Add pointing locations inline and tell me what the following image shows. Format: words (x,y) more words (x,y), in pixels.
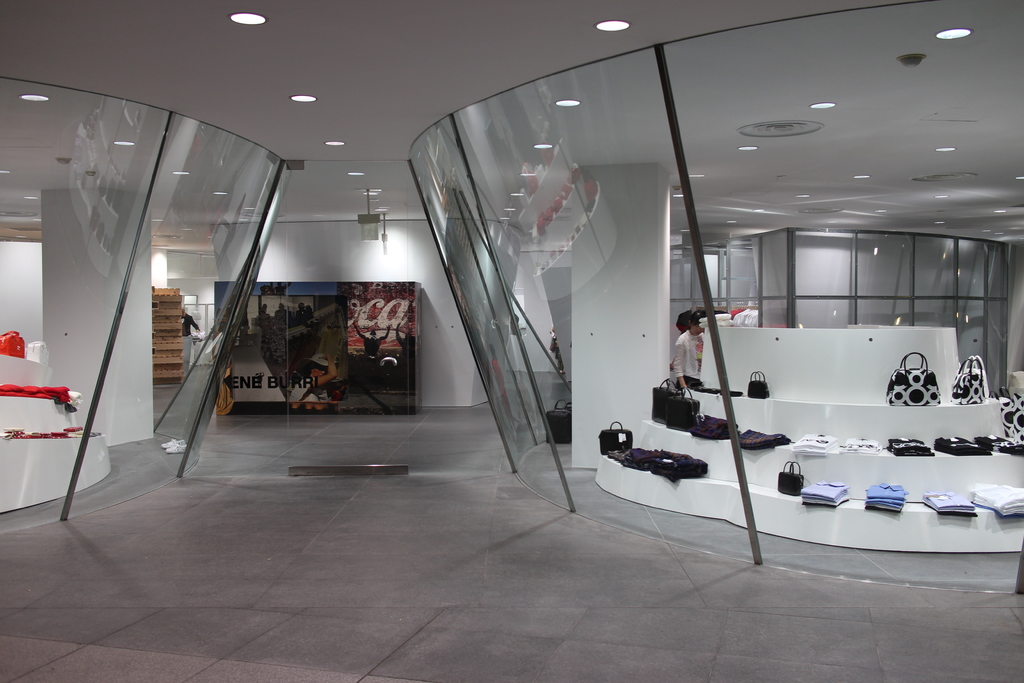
On the right side (805,337), we see a stepped table (812,393) on which the bags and the shirts (830,482) are placed. Behind that, we see a pillar (612,288) and a man (689,334) is standing. Beside him, we see the poles (559,454), glass doors (553,407) and a black bag (553,419). On the left side (55,471), we see the stepped table (46,428) on which the clothes (60,402) are placed. Behind that, we see a pillar (127,371), poles (109,358) and the glass doors (126,396). In the middle (378,318), we see a board (381,324) with some text (313,379) written on it. Behind that, we see a wall (325,252). On the left side (161,362), we see the wooden blocks (176,329). In the background (769,282), we see a man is standing and we see the glass doors (764,266) and the poles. At the top (343,69), we see the lights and the ceiling (366,104) of the room (463,74).
